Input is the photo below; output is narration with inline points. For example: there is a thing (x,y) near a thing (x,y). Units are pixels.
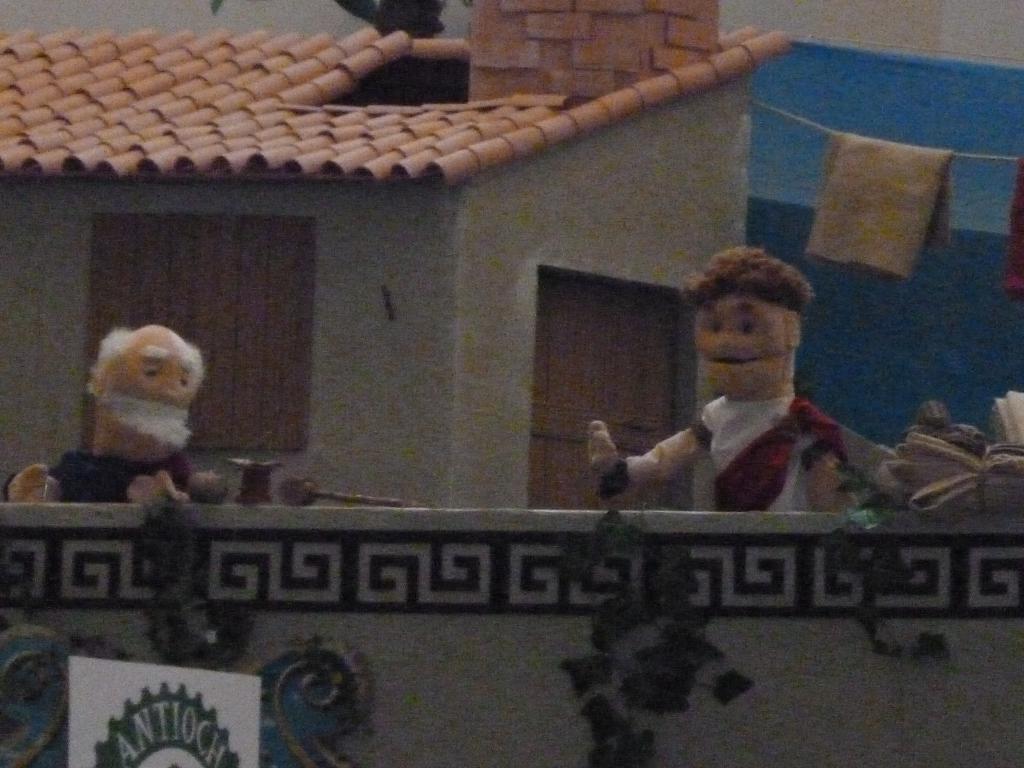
In this image there are buildings (296,131) and there are some clothes (866,202) are hanging on the rope (807,121), in front of the building (687,409) there are two toys (186,449), in front of them there is a board (812,679) with some images (250,740), plants (611,600) and some other objects (959,494) on it.
